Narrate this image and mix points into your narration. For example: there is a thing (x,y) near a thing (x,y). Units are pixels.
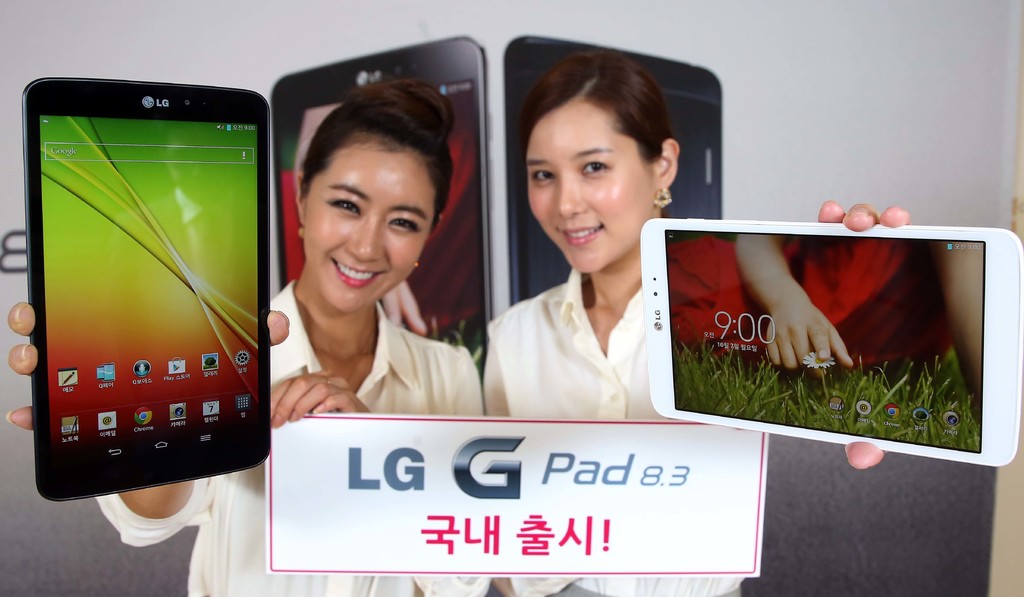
In this picture we can see two women (241,594) in the middle (559,210). They are smiling. And they are holding a mobile (234,125) with their hands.
